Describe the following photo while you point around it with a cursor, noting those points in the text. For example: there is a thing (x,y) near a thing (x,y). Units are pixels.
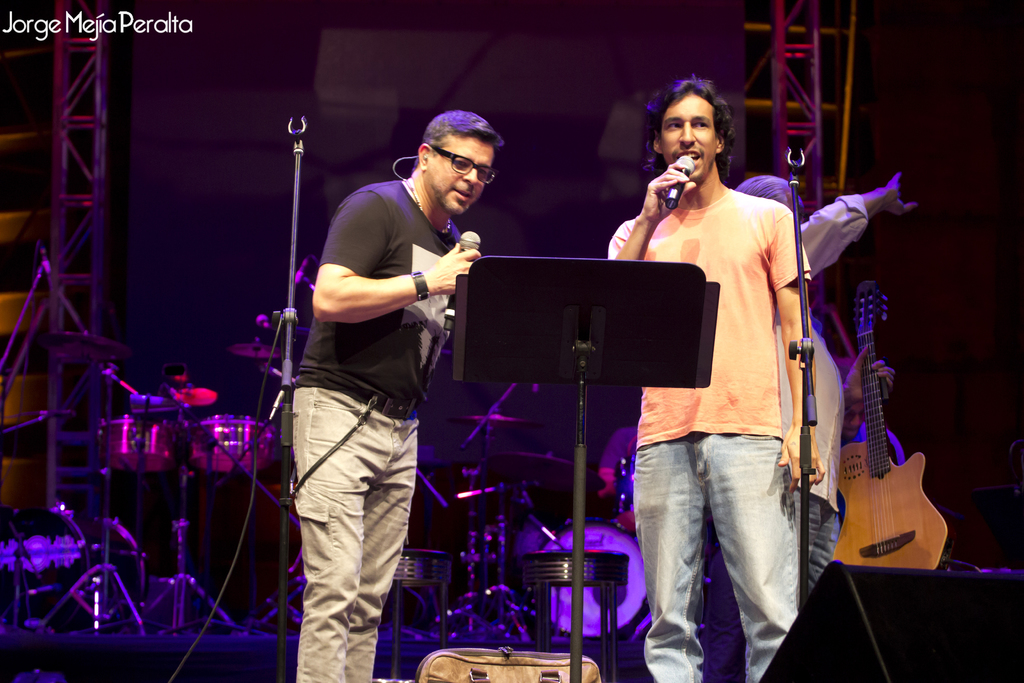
In this image there are musicians (392,351) performing at the stage (404,633) person (730,287) standing in the right side (734,302) is holding a mic (682,165) and singing the person (426,300) on his left side is holding a mic (468,249) and is seeing on the board (583,313) which is kept in front of him. In the background (197,468) there are some musical instruments (220,455), pillar (86,176) and a man (833,221) waving hand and holding a guitar (870,446).
